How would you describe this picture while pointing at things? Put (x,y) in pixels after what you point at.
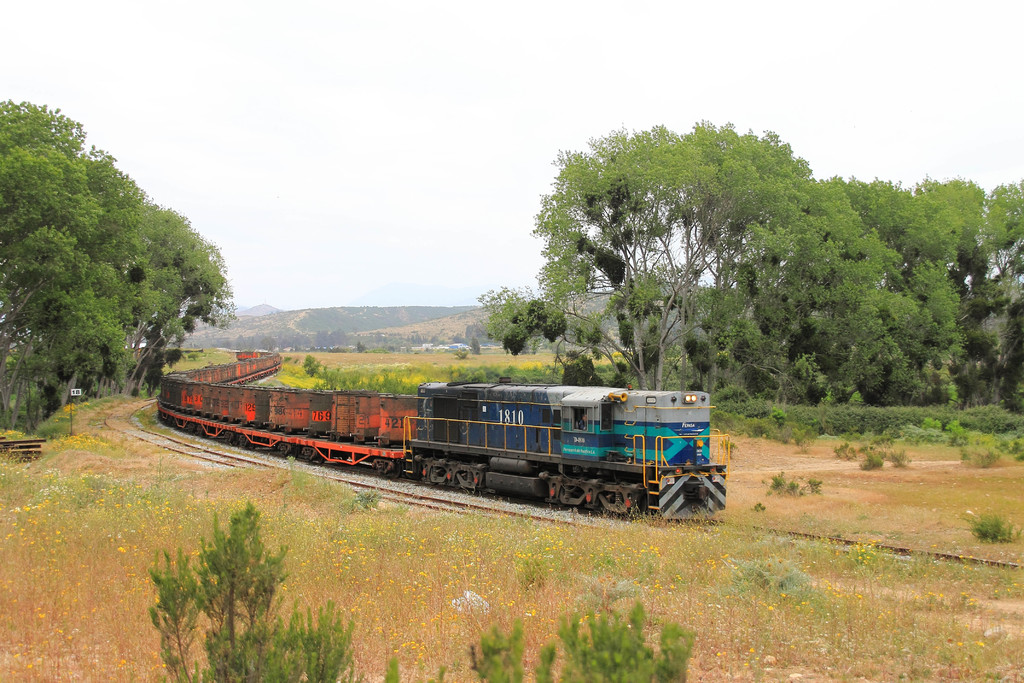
In this image I can see a train (328,407) on the track (546,516), plants (676,641) and grass (403,580). In the background (1016,390) I can see trees (1020,266) and mountains (405,314). On the top (353,198) I can see the sky (390,161). This image is taken during a day.
